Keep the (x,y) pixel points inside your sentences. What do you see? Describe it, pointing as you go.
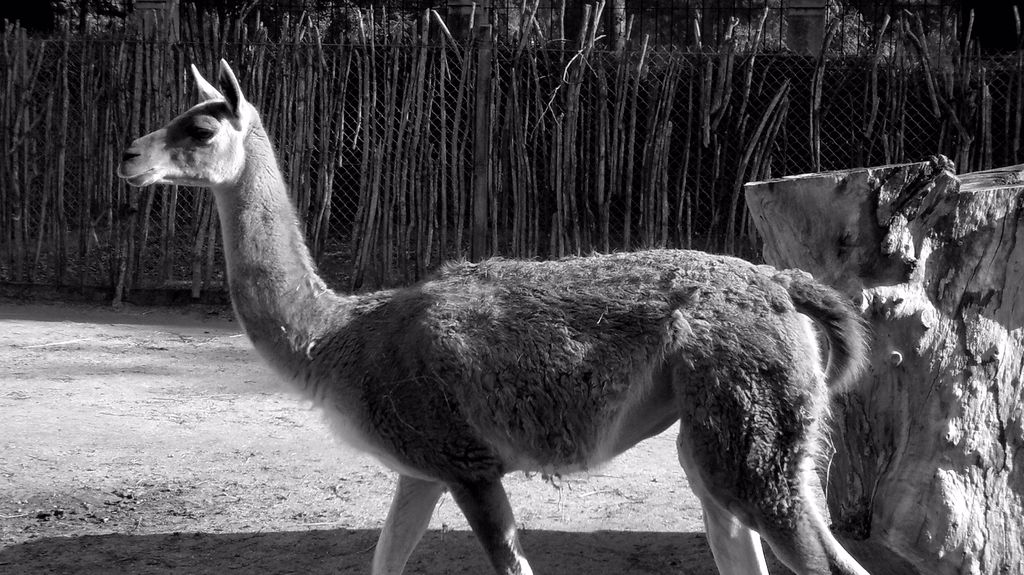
As we can see in the image there is a tree stem (904,239), an animal (579,272), fence (557,85) and the image is little dark.
